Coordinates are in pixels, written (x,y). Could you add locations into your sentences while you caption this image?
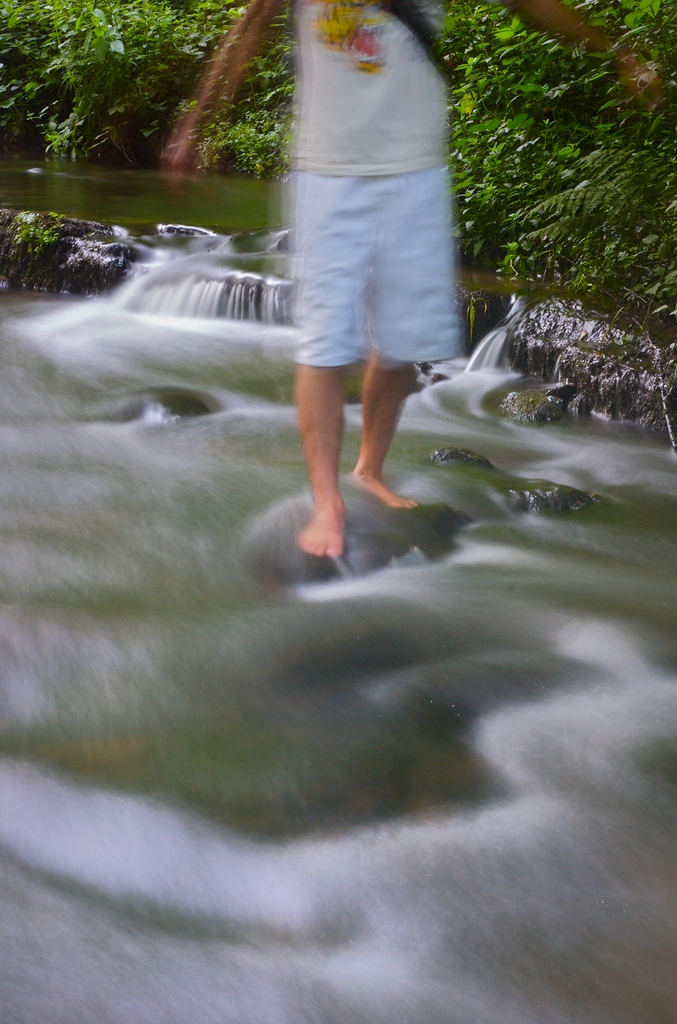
In this image I can see the person (324,544) standing on the rock (344,548). I can see the water (100,813). In the background (482,166) I can see many trees (208,118).
